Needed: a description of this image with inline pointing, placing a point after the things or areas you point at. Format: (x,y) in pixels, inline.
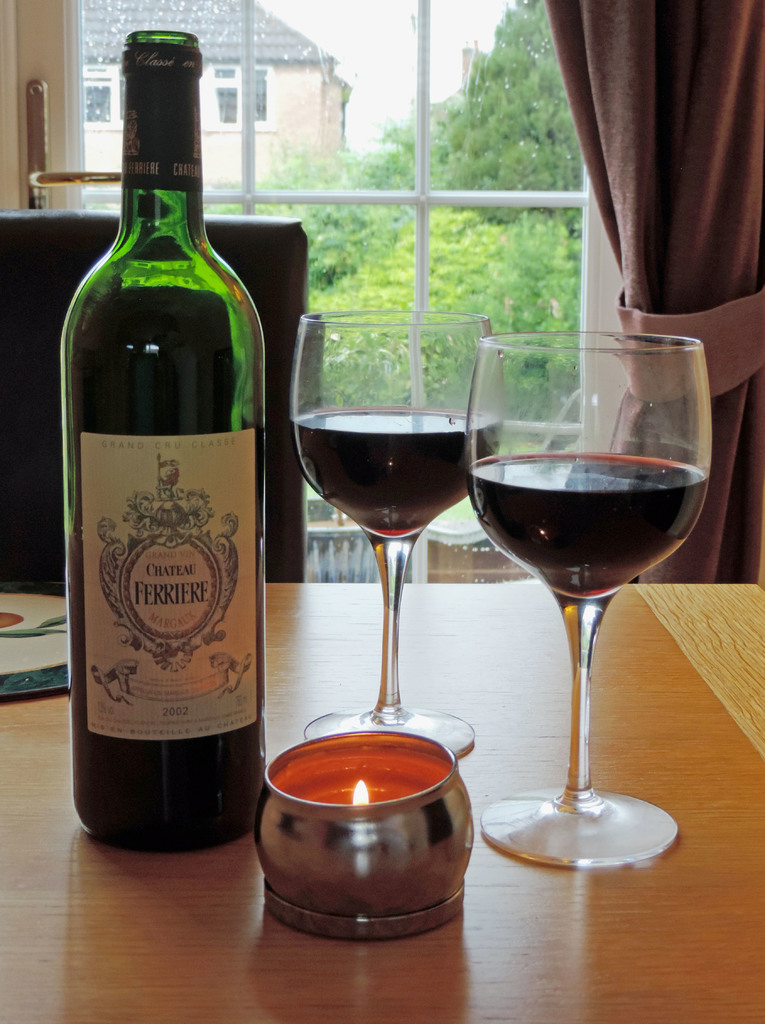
In this picture I can see a table (282,648) in front (333,980) on which there are 2 glasses (391,466) and a bottle (177,316) and I see small container (339,825) in which I see the light (359,786) and in the background (216,53) I see the window (274,206), beside the window (404,164) I see the curtain (689,202) and through the window (514,69) I see a building (268,73) and number of plants (439,167).
